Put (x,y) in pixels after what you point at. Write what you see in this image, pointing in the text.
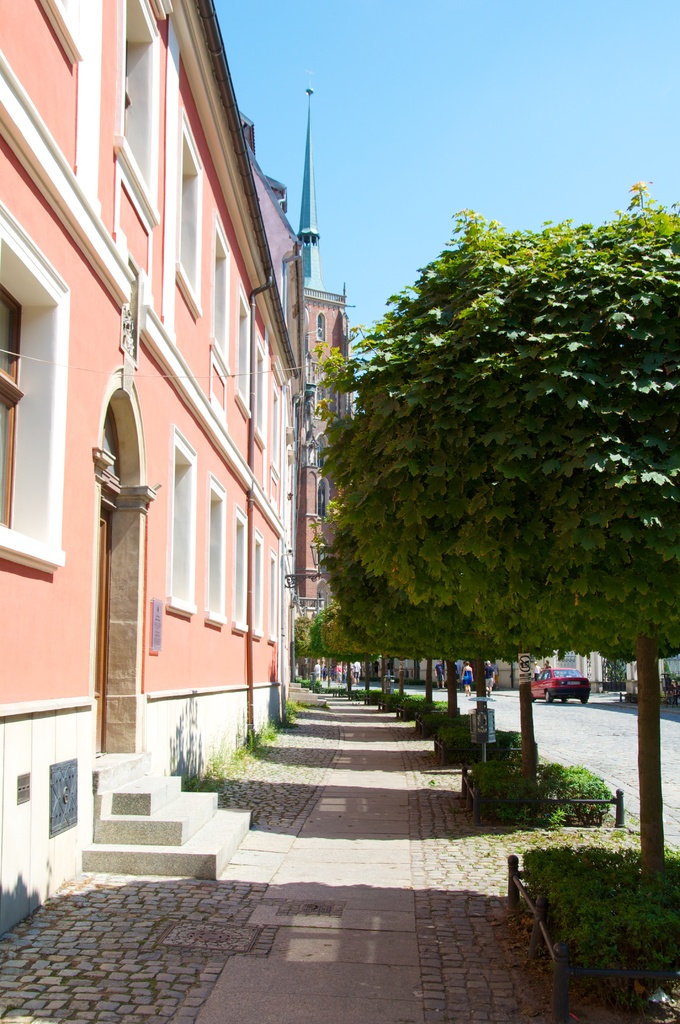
This picture is clicked inside the city. At the bottom (229,907), we see the footpath (251,889) and stairs (174,827). On the right side (537,874), we see the shrubs (564,893) and the trees (478,666). On the left side (215,506), we see the buildings (182,497). In the background (489,688), we see the people (356,673) are walking on the road (517,708). We see a red color car (575,690) is moving on the road (554,711). At the top (408,142), we see the sky (440,183).
